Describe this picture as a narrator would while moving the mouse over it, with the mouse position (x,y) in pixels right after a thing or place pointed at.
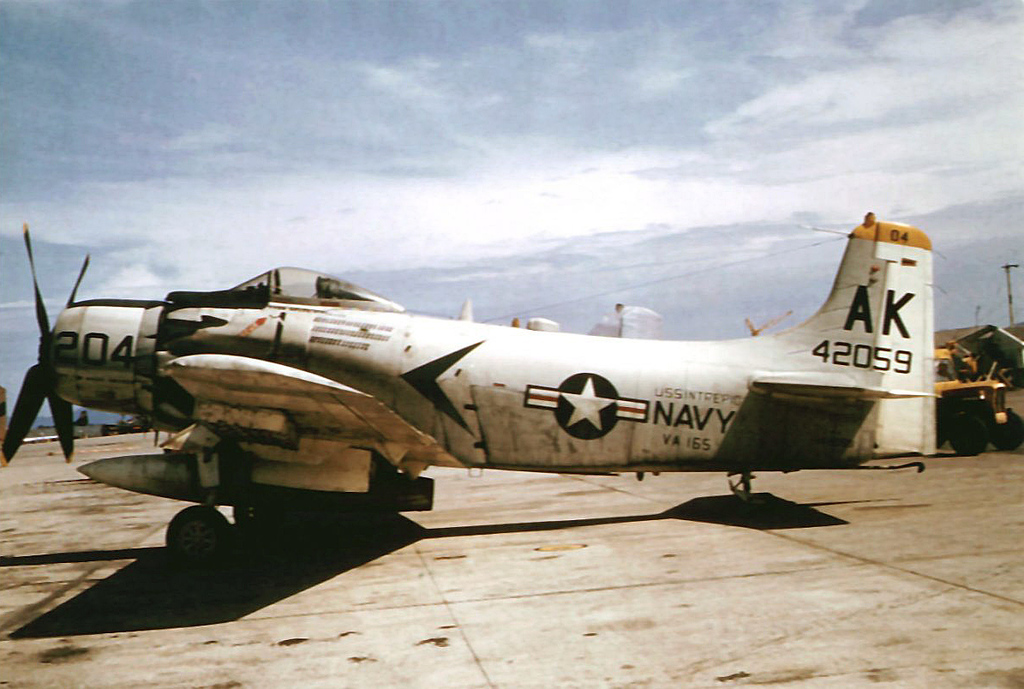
In this image, there is a white color aircraft (569,401), on that there is NAVY written, at the top (788,63) there is a sky (310,171).
